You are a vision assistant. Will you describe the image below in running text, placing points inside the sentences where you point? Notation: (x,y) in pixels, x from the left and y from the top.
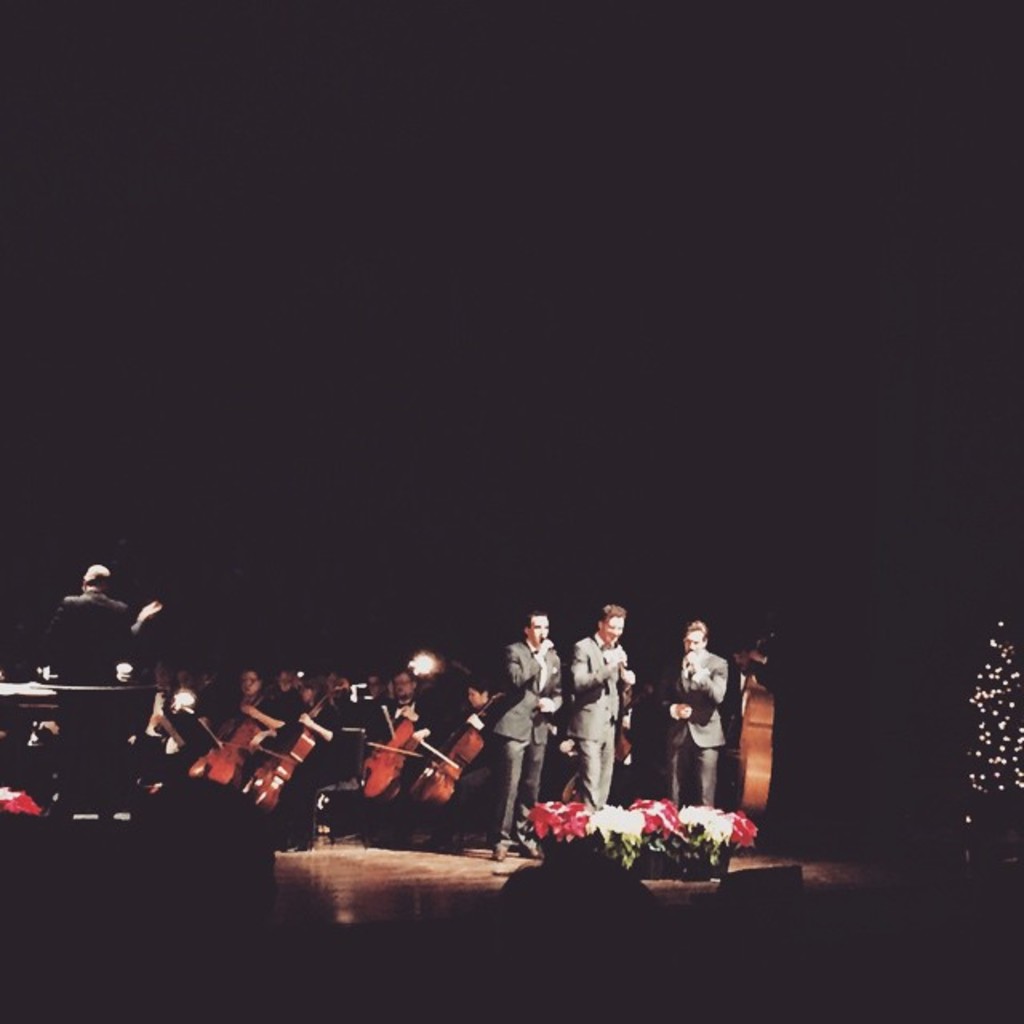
In this image few people (704,718) are standing on the stage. Before them there are few plants (637,827) having flowers (716,818). They are holding the mikes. Left side (313,708) few people (262,702) are holding the musical instrument (443,780). Left side there is a person (99,704) standing. Right side (987,669) there are few lights (1001,624). Few objects (751,893) are on the stage (477,868).
